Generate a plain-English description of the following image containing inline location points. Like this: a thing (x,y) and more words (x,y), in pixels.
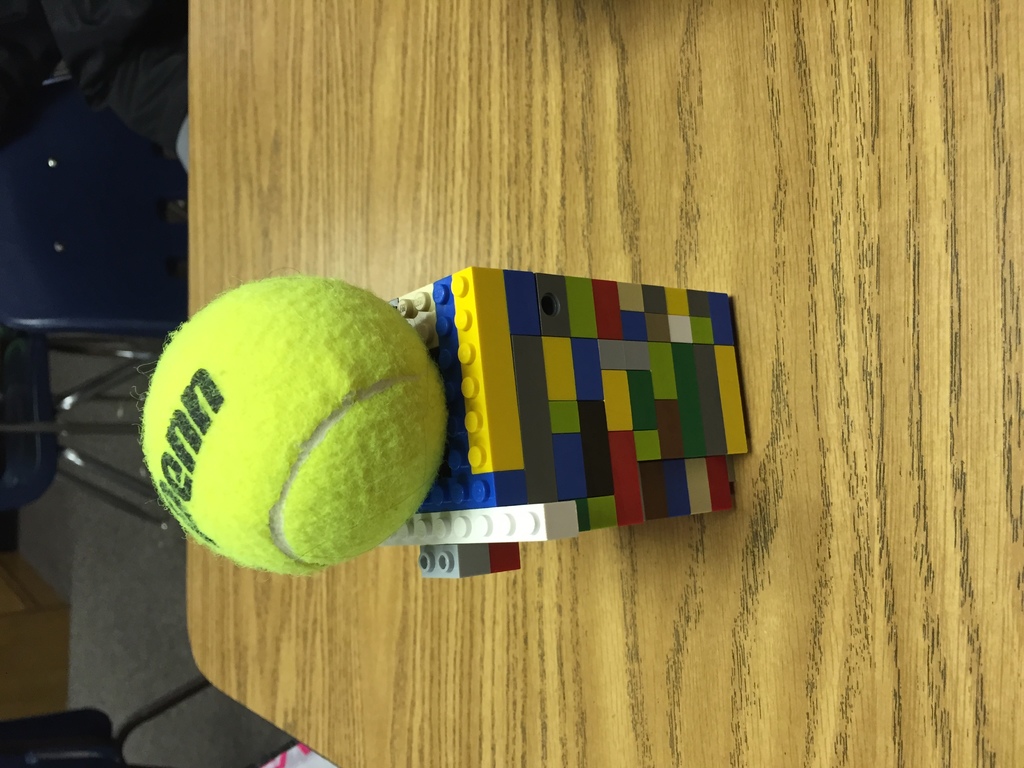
In this image I can see the lego (509,415) in multi color and the lego (531,450) is on the wooden surface (806,593) and I can also see the ball (335,411) in green color.
